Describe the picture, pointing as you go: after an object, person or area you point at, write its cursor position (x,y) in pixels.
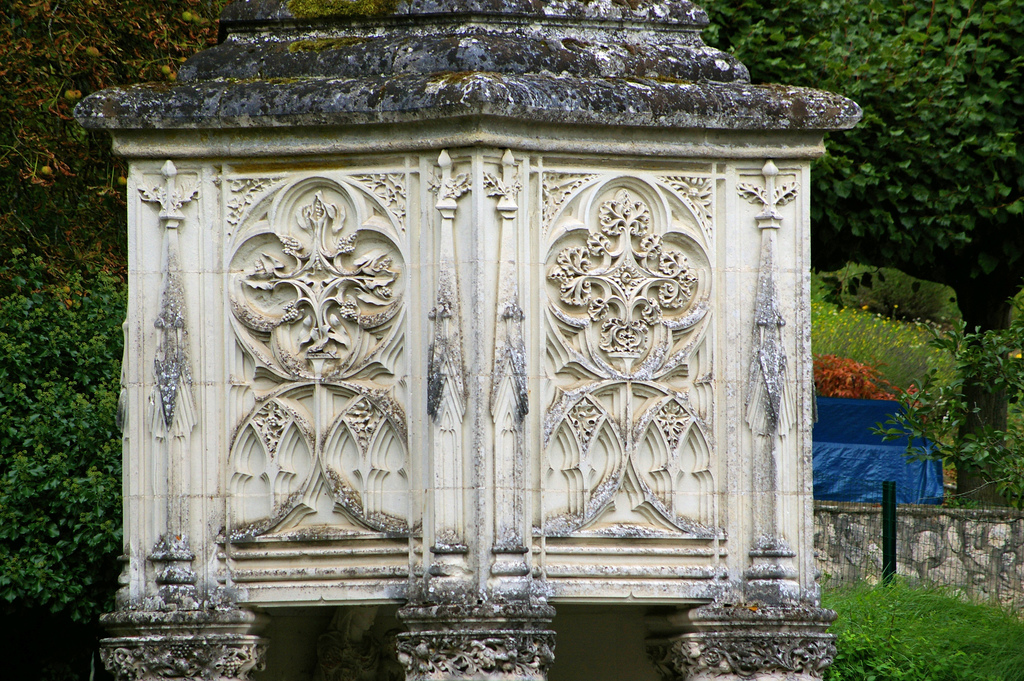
In this image I can see a white colour pillar (434,344) in the front (478,491) and on the both side of it I can see few trees (120,8) and few plants (1019,658). On the right side of this image (894,443) I can see a pole (884,496) and a blue colour plastic cover (929,483).
